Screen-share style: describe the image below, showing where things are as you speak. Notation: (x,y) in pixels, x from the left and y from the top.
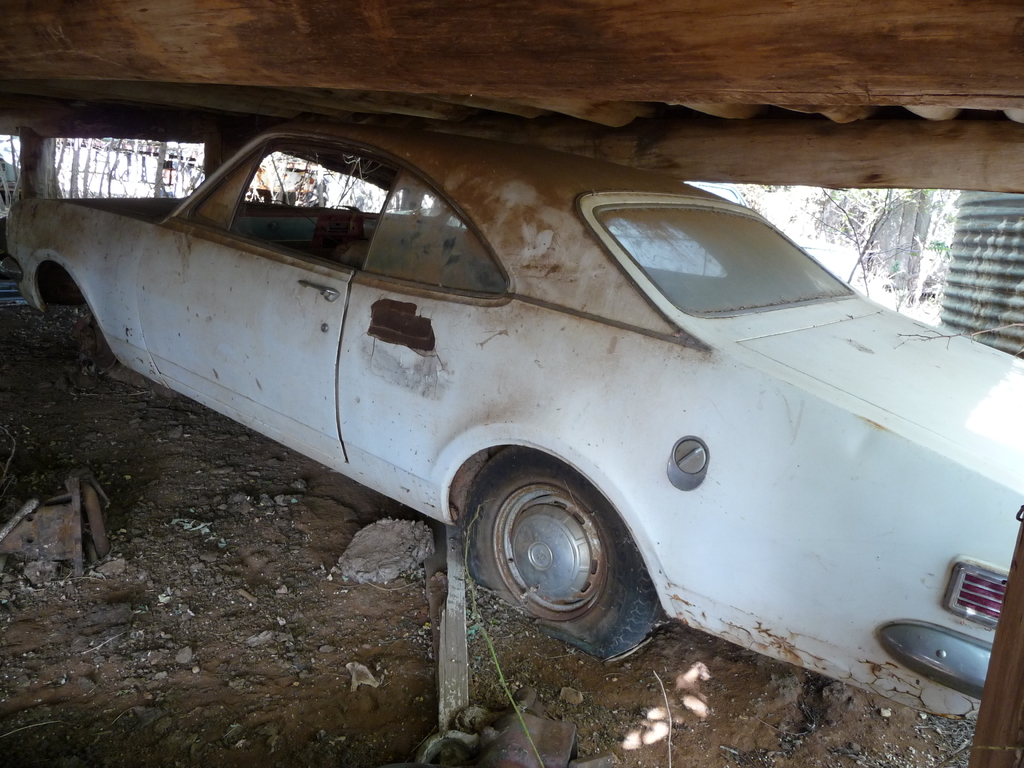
This image consists of car (441,454). It is in white color.
